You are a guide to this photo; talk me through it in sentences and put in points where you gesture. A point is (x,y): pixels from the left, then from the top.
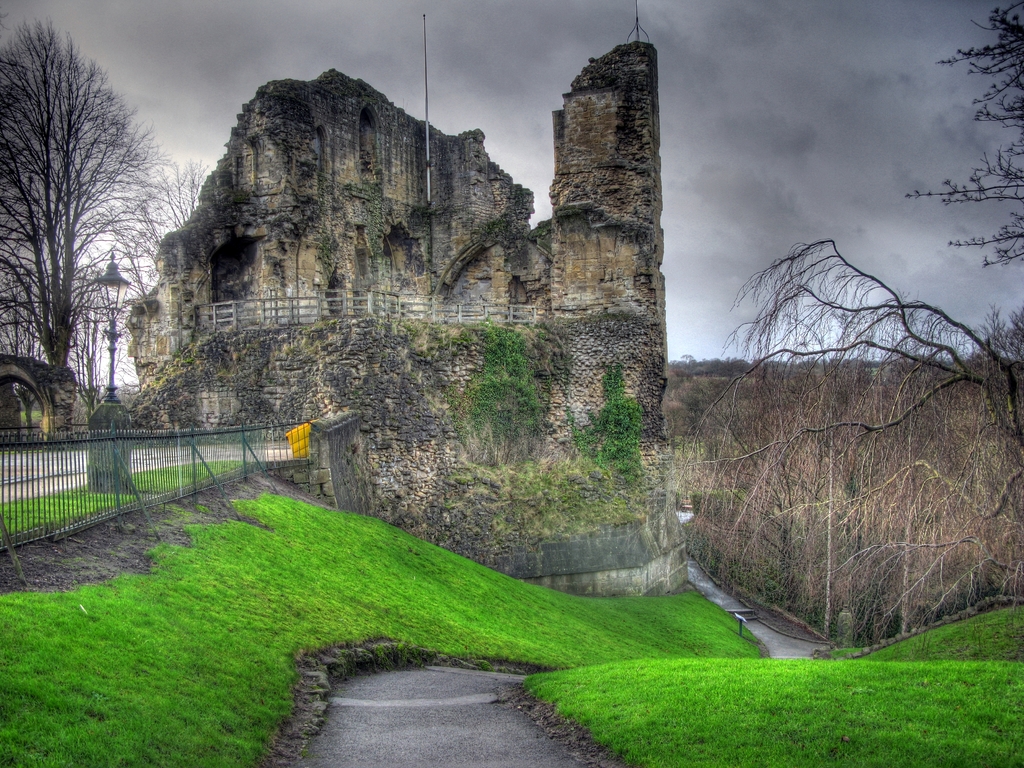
This image is an edited image. This image is taken outdoors. At the top of the image (402,73) there is the sky (702,96) with clouds (849,123). At the bottom of the image (628,706) there is a ground (346,727) with grass (664,640) on it. On the right side of the image (755,387) there are many trees (891,568) and plants (866,593) on the ground (480,592). On the left side of the image (98,257) there is a tree (61,349). There is a pole (110,325) with a light (110,277). There is a railing (112,452). In the middle of the image (362,363) there is an architecture (590,240) with walls (590,321) and there is a railing (454,314).
